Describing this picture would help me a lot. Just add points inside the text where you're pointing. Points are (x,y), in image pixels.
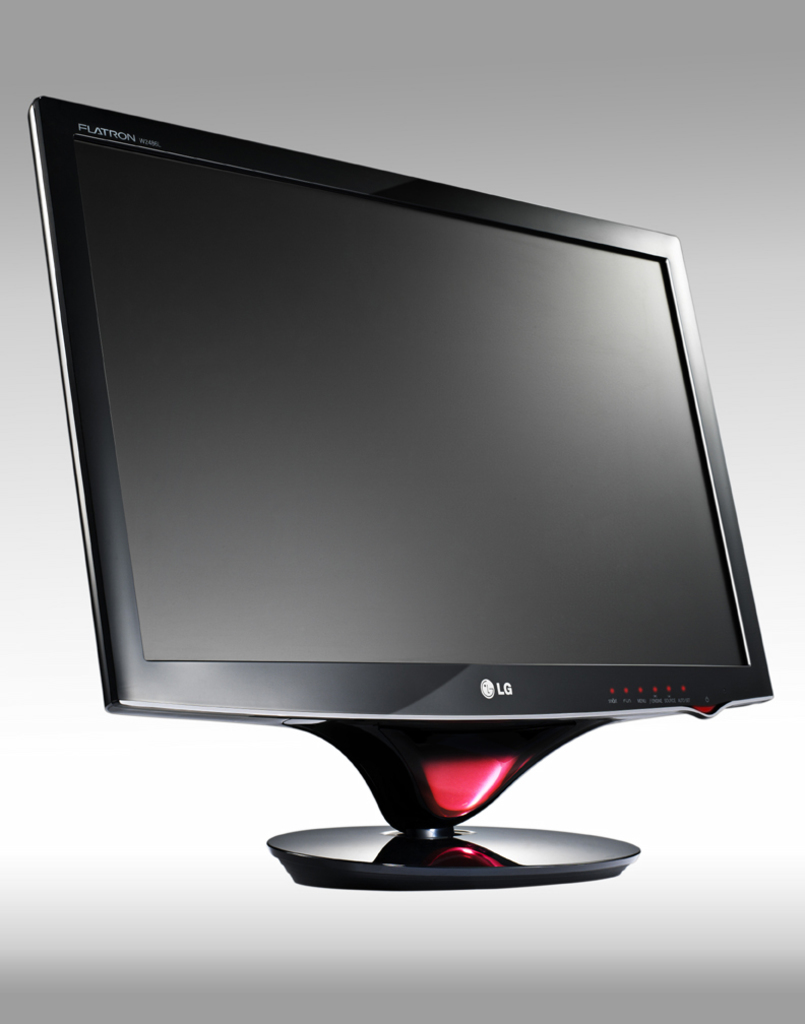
In the center of the image (498,532), we can see a monitor (498,532).
